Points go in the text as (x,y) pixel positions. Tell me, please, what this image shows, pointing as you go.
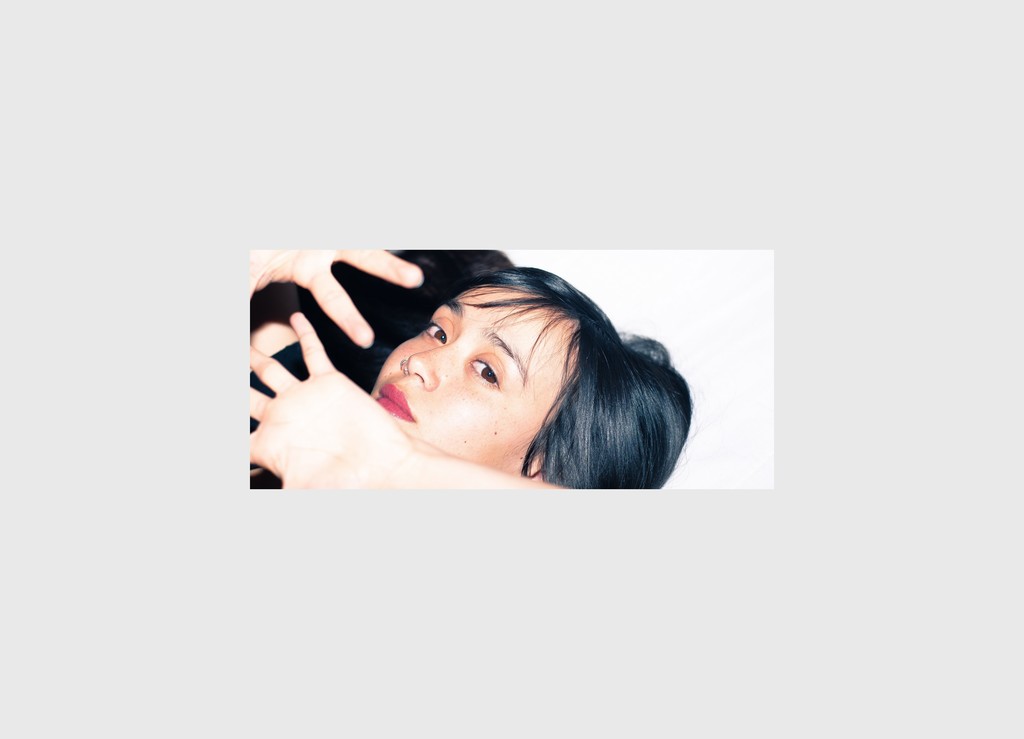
In this picture there is a woman (513,372) places her head (537,390) on a white surface (710,390) and there are hands (369,425) placed below her face (522,399).
